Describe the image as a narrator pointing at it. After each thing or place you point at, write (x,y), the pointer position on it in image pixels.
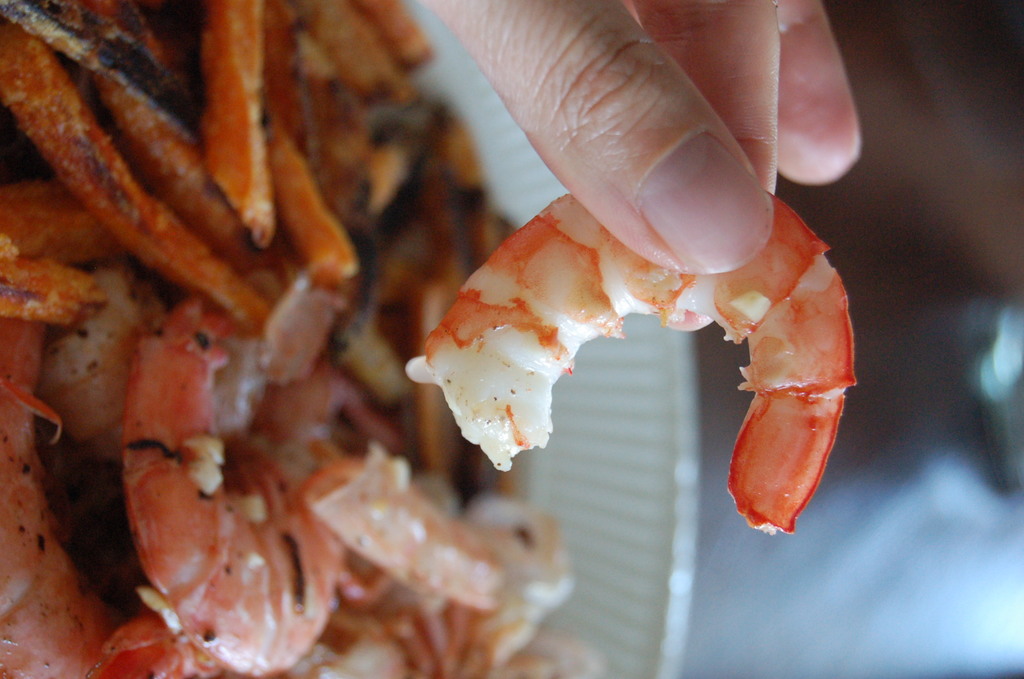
In the image in the center (634,354), we can see one plate (676,603). In the plate (688,600), we can see some food item (361,447). On the top of the image (687,191) we can see one human hand (639,200) holding some food item (659,304).
